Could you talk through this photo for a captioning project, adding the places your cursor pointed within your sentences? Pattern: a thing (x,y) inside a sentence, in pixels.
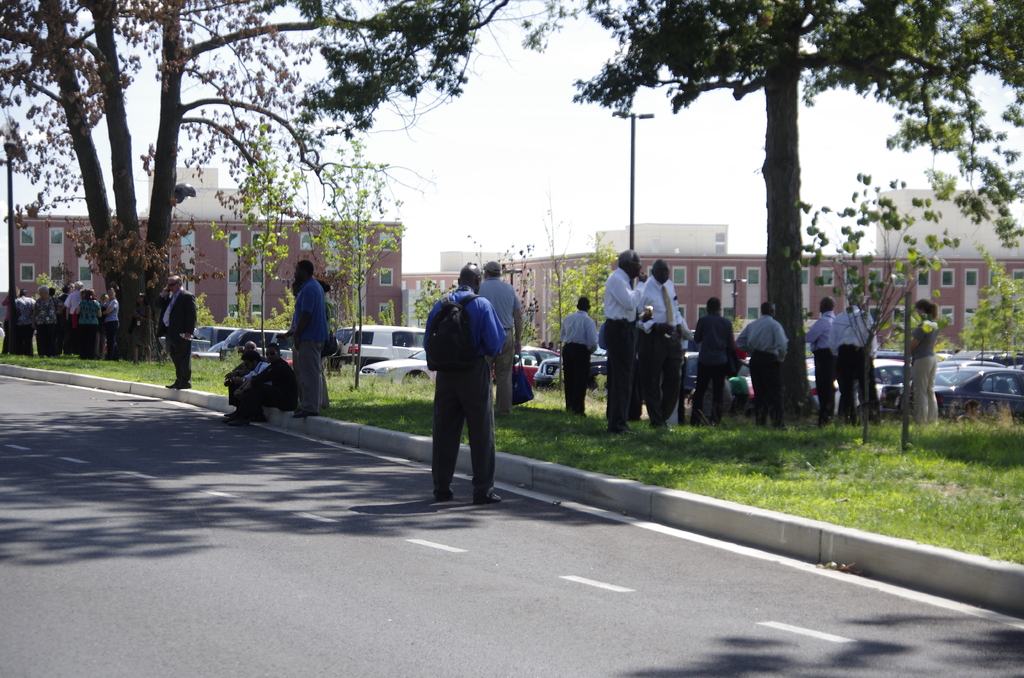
This picture is taken beside the road (652,606). On the road (414,468), there is a man (436,491) facing backwards and he is carrying a bag (472,361). Beside the road (482,505), there is a footpath (916,504) with grass (790,426). On the footpath (728,414), there are people (644,347). Towards the left (183,296), there is a man (175,311) wearing a blazer (179,320) and black trousers (188,351). In the background (274,154), there are trees (797,167), vehicles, buildings (708,238), pole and a sky (492,212).
